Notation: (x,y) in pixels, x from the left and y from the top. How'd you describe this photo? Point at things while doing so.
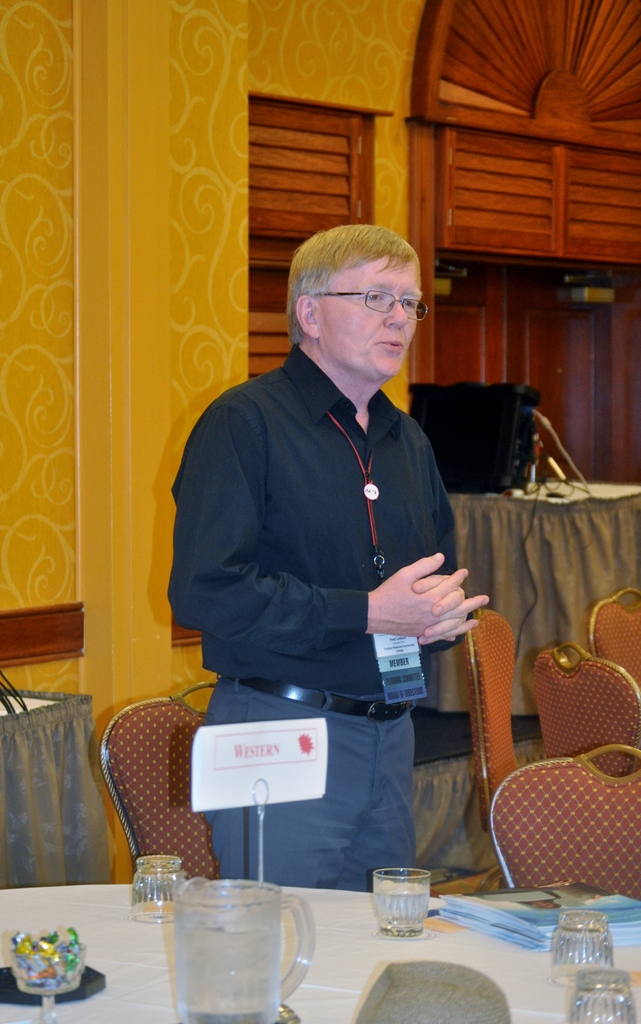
In this picture we can see a man (344,229) standing and wearing an id card (413,645) in front of a table (124,971). On the table (482,945) we can see glasses (585,920) and papers (547,920). These are chairs (555,688). On the background (398,155) we can see a wall (211,159) in yellow colour. this is a door (540,331). On the table (538,507) here i can see an electronic device (520,395).
